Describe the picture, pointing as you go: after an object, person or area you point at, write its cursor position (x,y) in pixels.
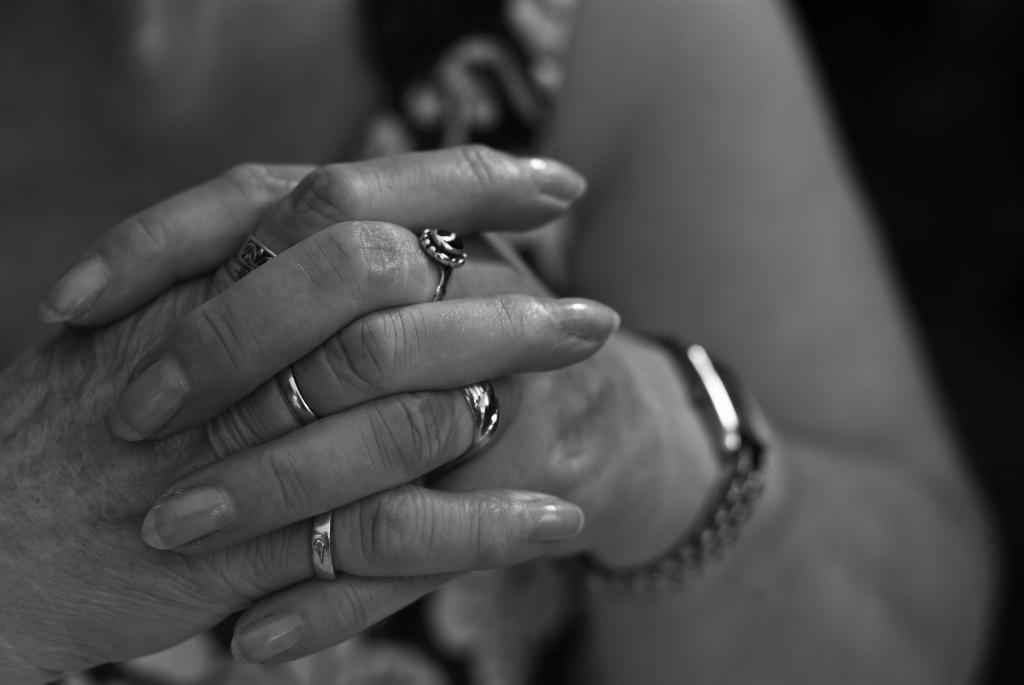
In this image there are fingers (424,312) of a person (498,276) with rings (323,535) on it and a watch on the wrist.
